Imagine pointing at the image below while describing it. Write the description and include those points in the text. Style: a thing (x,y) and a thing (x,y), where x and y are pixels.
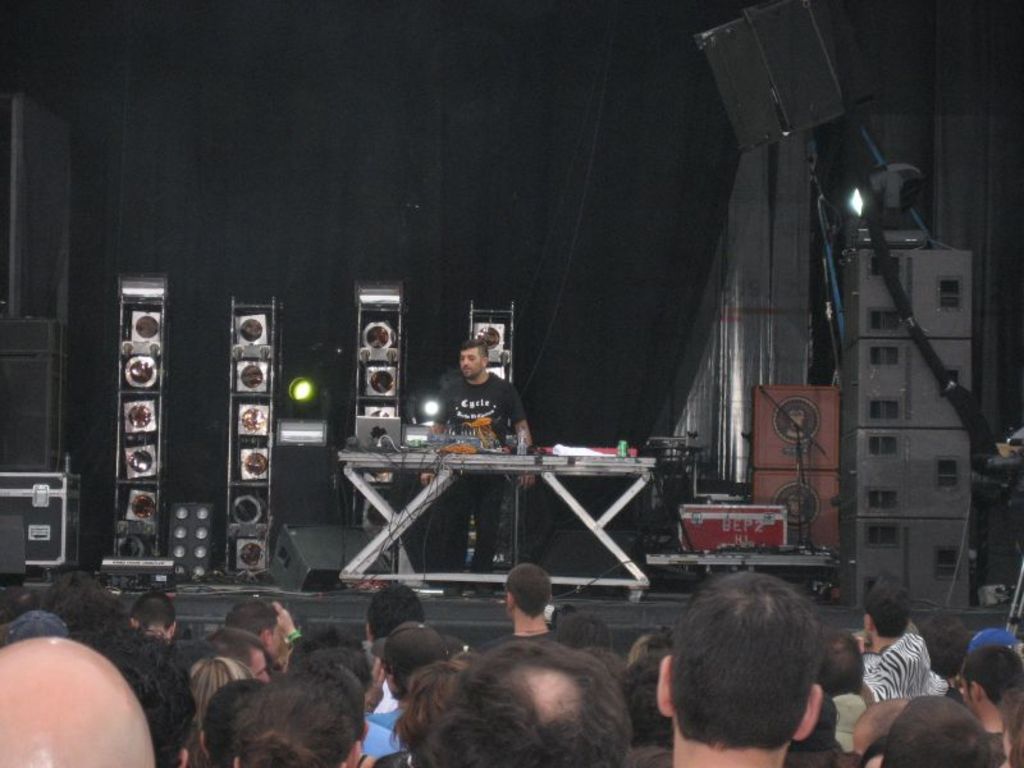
There is a person (490,389) wearing black dress (505,394) is standing and there is a table (489,461) in front of him which has some objects (487,443) on it and there are few audience (501,681) standing in front of him and the background (370,124) in black color.
